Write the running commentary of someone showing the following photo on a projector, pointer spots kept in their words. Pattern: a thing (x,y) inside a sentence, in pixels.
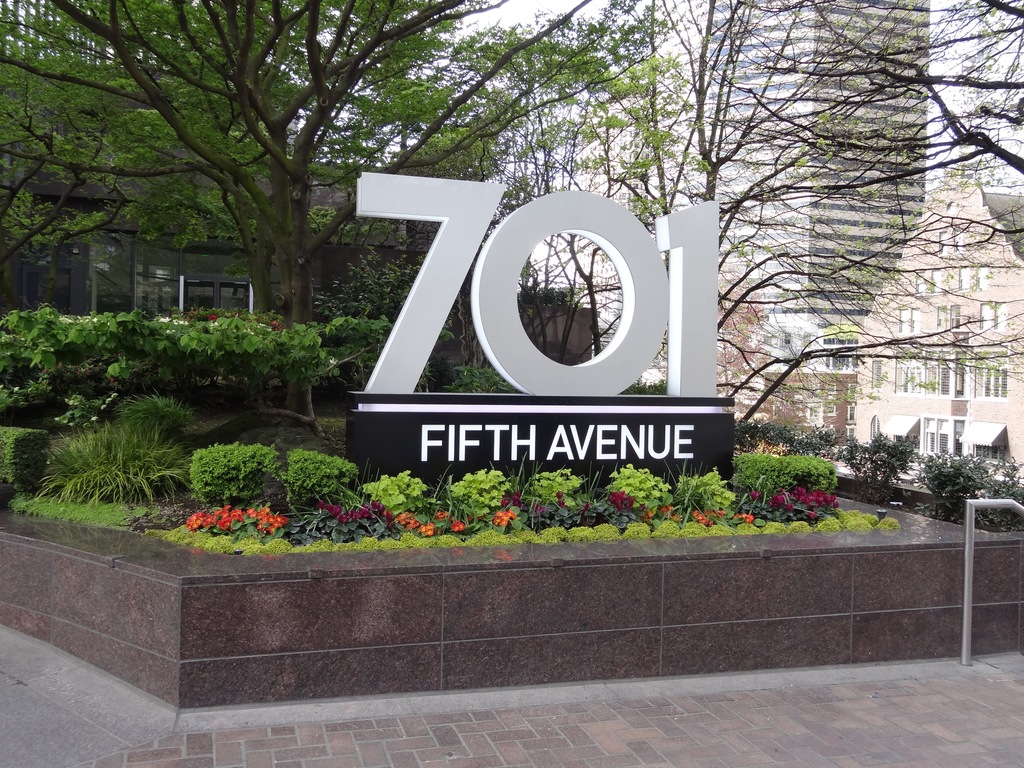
In the center of the image (542,445) there is a wall (598,413) with text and numbers (540,367). There are plants (513,521). On the right side of the image (964,564) there is a metal rod (1005,507). In the background of the image (580,146) there are trees (404,29), buildings (927,69) and sky (954,54).
